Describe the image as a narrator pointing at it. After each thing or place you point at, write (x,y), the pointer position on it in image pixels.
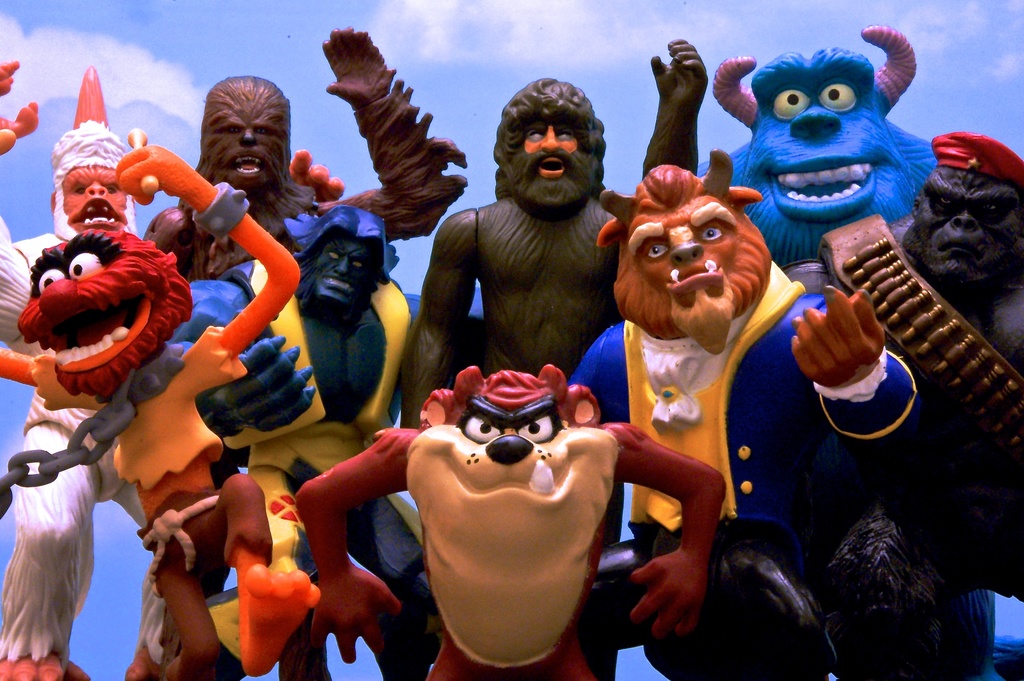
In this image there are many toys (390,328). Behind the toys (355,66) there is the sky (573,41).
